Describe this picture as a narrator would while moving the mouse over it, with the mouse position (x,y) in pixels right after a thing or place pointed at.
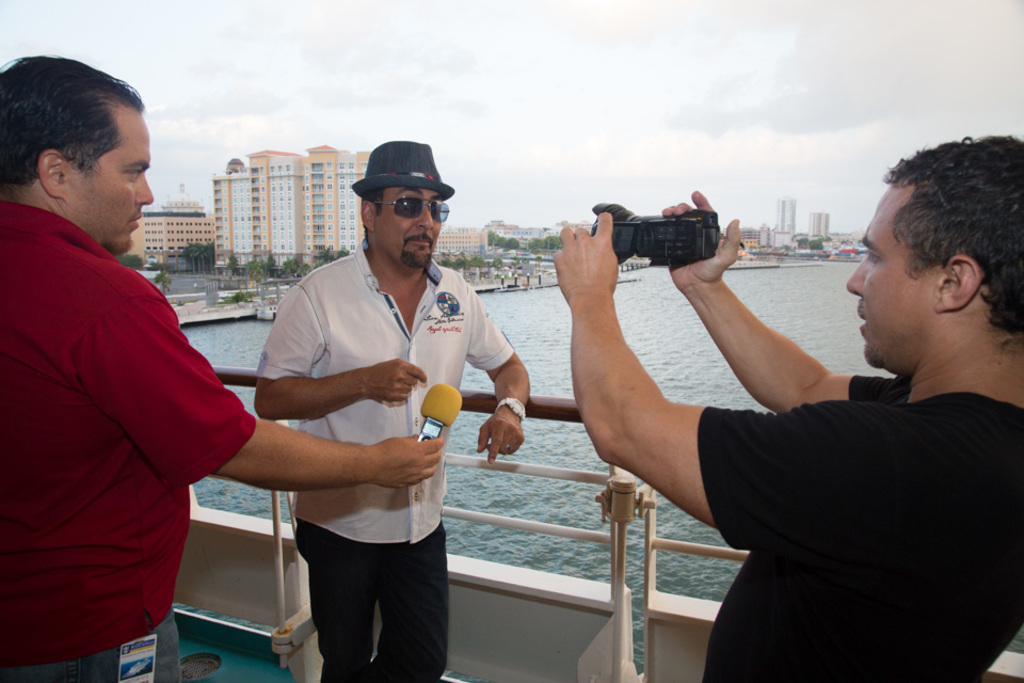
In this image I can see three persons (419,373) are standing on the boat (231,546) and are holding a camera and a mike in hand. In the background (522,615) I can see a fence (468,578), water (495,473), trees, poles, fleets of vehicles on the road (494,257), buildings (275,248), windows (237,237) and the sky (567,146). This image is taken may be during a day.
